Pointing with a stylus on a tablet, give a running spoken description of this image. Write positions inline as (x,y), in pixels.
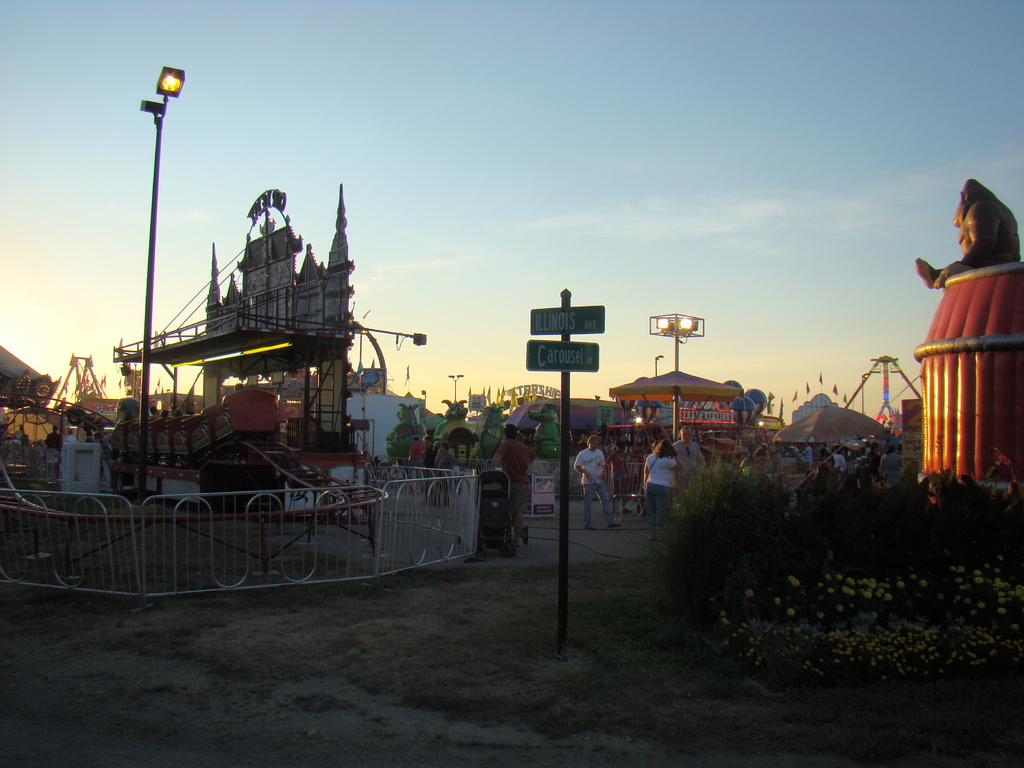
In this picture there is a sign pole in the center of the image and there is a boundary (443,497) and swing (362,327) on the left side of the image (223,445) and there are people (851,461) and stalls (512,429) in the image, there is an inflatable balloon (963,389) on the right side of the image (954,400), there is sky (512,364) at the top side of the image (35,66).
